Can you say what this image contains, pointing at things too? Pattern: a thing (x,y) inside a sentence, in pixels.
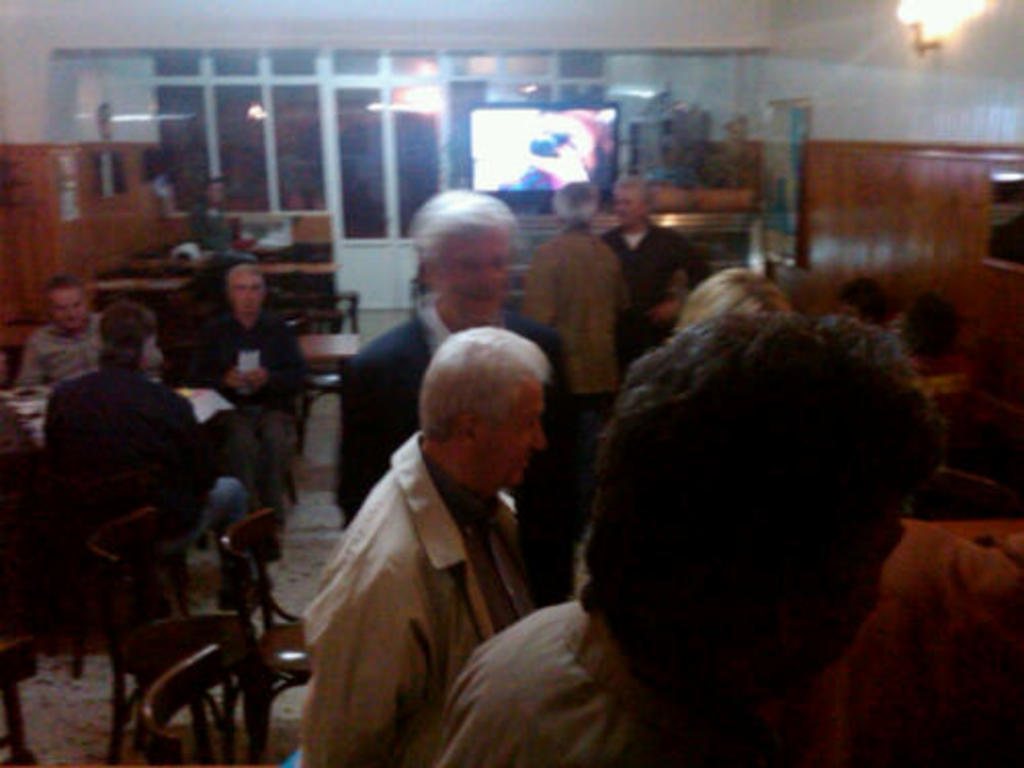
This image is taken inside the room (200,44) where there are few people (158,425) sitting on the chairs (144,571) around the table (23,391). In the background (395,154) there is a door (339,155). Beside the door (376,158) there is a television (522,158). At the bottom (572,555) there are few people (430,549) standing on the floor (308,588). On the right side (931,24) top there is a light (927,39) attached to the wall (994,71).
